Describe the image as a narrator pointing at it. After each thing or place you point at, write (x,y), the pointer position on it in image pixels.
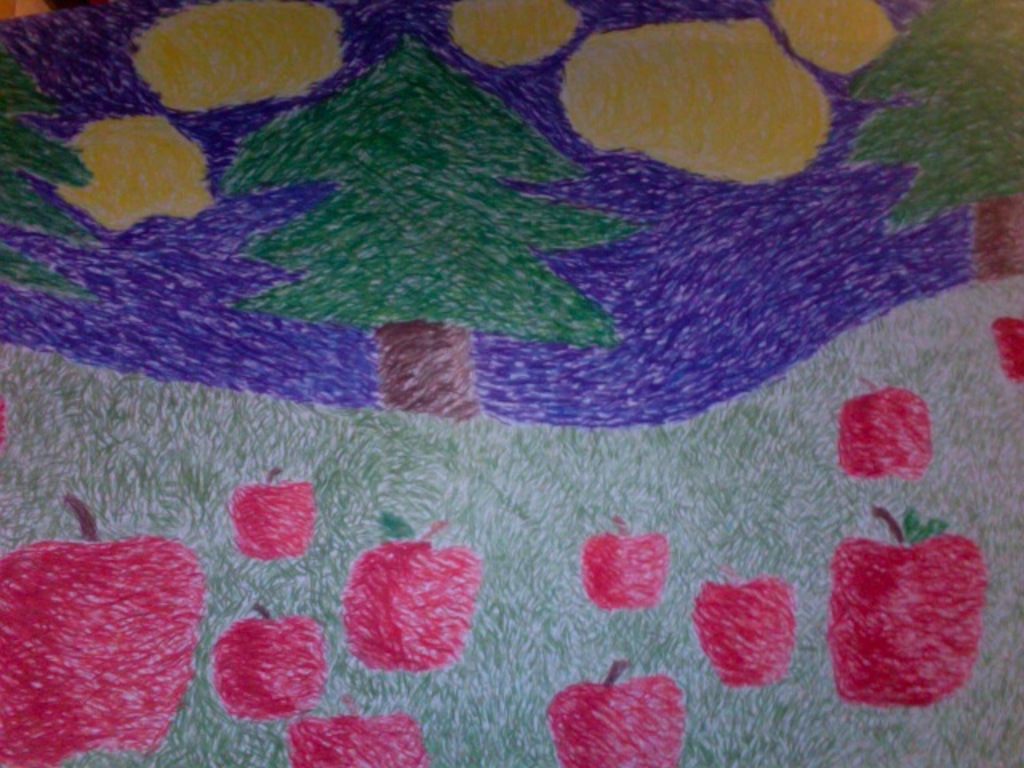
In this picture we can see a drawing (264,524). We can see some trees (532,232) and a few apples (66,644) on the grass (451,507).
